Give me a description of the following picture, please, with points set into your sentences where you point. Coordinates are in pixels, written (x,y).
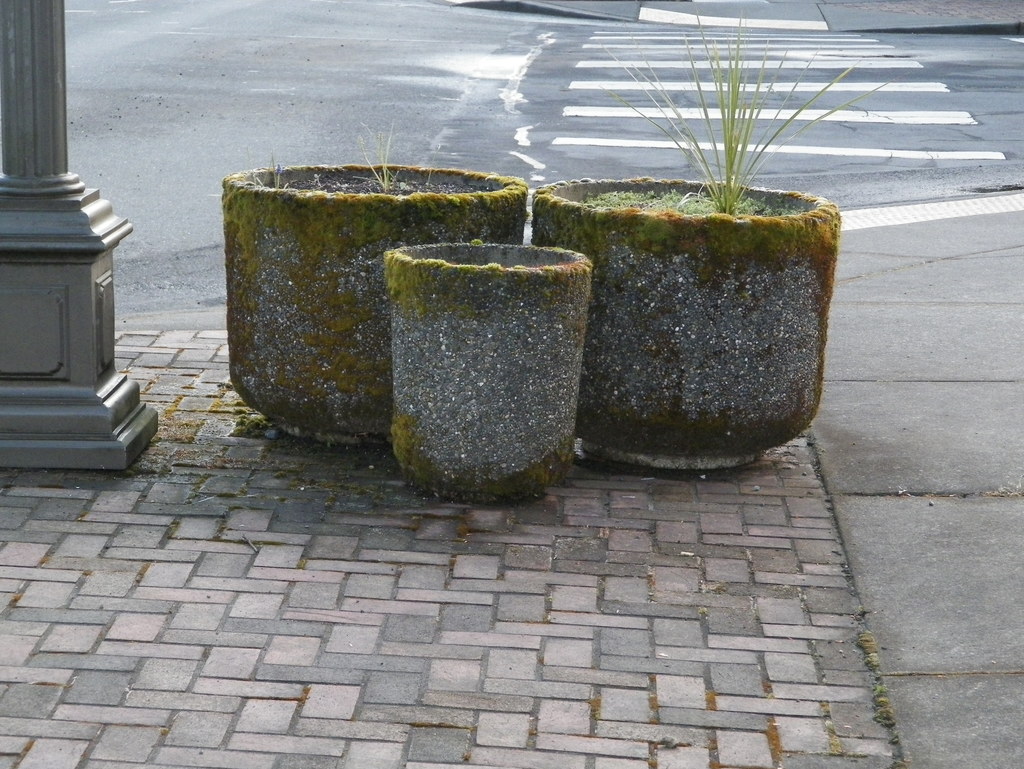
At the bottom (614,659), we see the pavement (712,615). In the middle (478,451), we see the cement flower pots (554,230). On the left side (51,17), we see a pole (33,365). In the background (399,108), we see the road (520,84).
